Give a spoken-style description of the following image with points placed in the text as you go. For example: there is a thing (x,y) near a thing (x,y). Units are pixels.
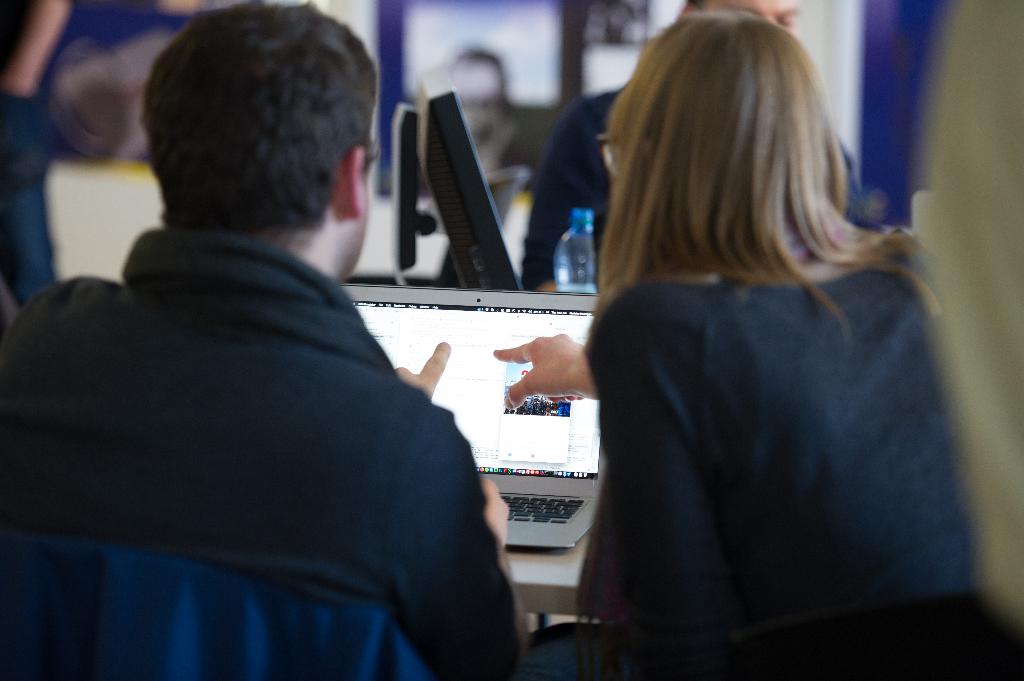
Here I can see a man (340,203) and a woman (719,533) sitting on the chairs (748,634) and looking into the laptop (481,403) and pointing out at the screen (467,346). The laptop (530,471) is placed on a table (547,584). In the background (491,244), I can see another monitor (472,215), bottle (579,242) and a person (577,185). The background (73,222) is blurred.
